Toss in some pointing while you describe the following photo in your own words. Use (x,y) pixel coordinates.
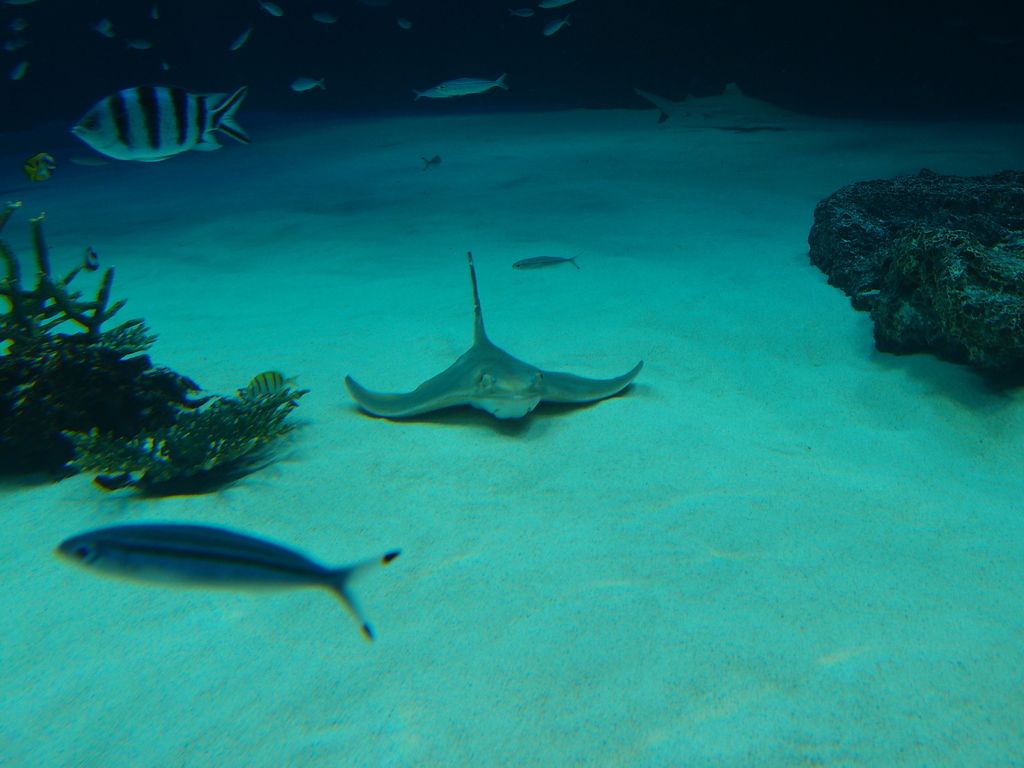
In the image we can see underwater environment (322,75). In the water (349,75) there are some fishes (455,87) and plants (69,464) and water (304,116).
